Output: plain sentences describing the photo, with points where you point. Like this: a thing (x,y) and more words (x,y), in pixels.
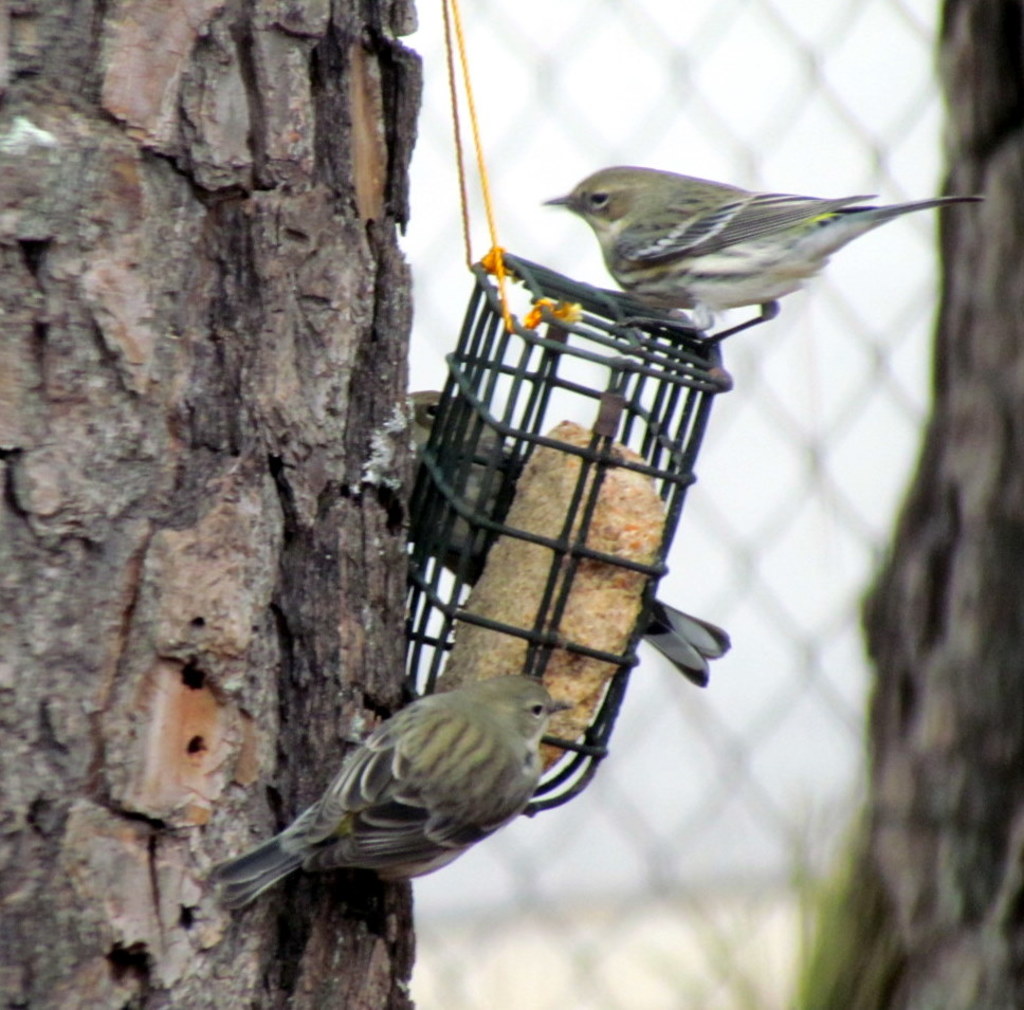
In this picture I can see tree trunks (927,973) and birds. I can see an object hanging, which is tied with the ropes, and there is blur background (616,71).
